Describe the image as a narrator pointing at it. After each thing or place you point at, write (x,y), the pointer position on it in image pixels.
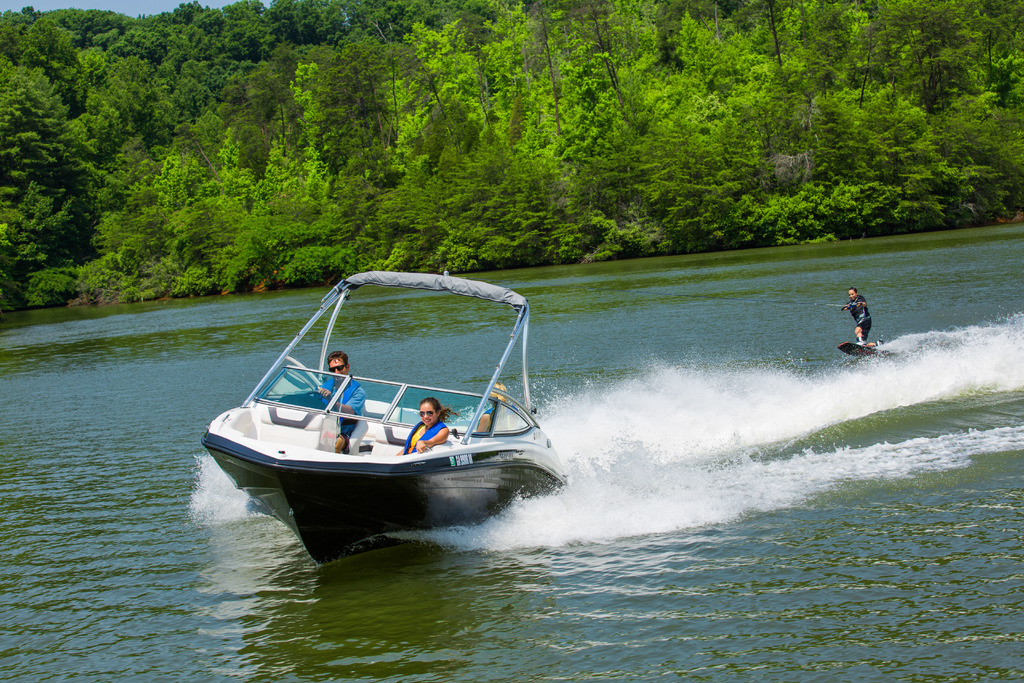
In this picture there is a small boat (363,383) with man (354,423) and woman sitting and driving the boat (392,462) on the water (346,339). Behind we can see a man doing surfing board (842,351) on the water (835,347). In the background (545,204) there are some trees (472,184).
